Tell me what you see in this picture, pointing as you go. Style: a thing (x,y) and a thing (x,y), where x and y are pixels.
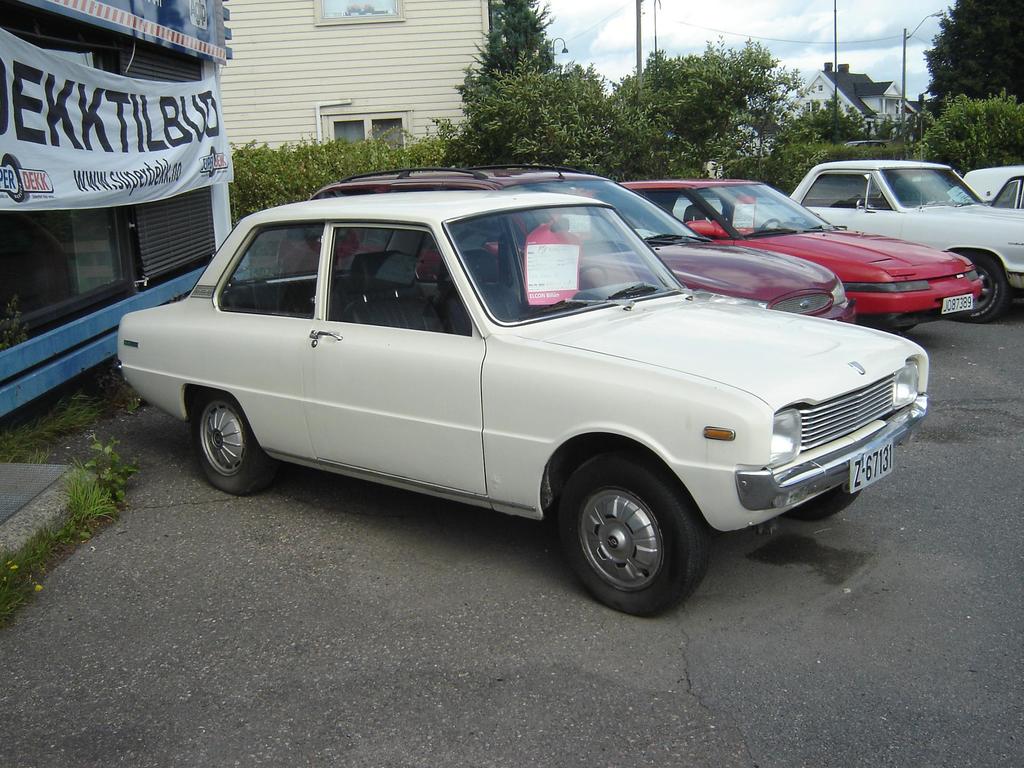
The image is taken outside a city. In the foreground of the picture (555,296) there are cars (926,250), banner (87,119), board (103,2), plant (100,463), grass (84,499) and a building (93,273). In the center of the picture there are trees (557,159) and a building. In the background (984,44) there are poles (833,66), cables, tree (984,44) and building (851,89).
